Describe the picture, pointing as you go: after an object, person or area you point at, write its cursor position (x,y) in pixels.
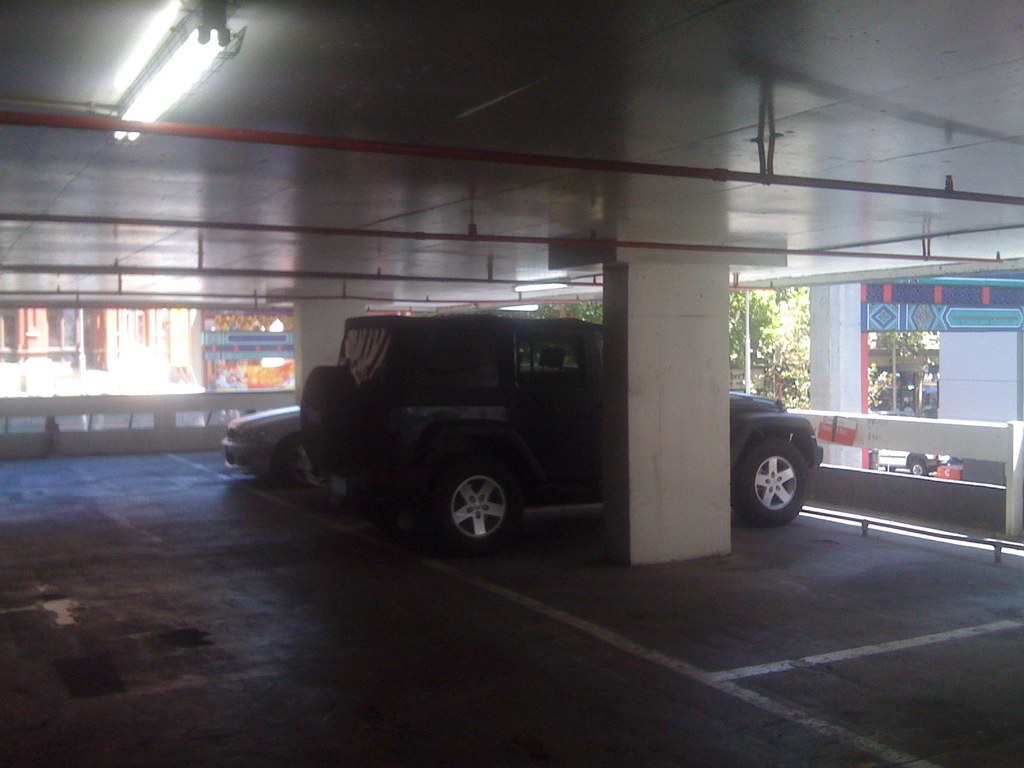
There are vehicles (306,430) and a pillar (677,451) in the foreground area of the image (681,529), there is a poster (262,365), buildings (853,365) and trees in the background (958,355) and a light (157,46) at the top side (157,61).
